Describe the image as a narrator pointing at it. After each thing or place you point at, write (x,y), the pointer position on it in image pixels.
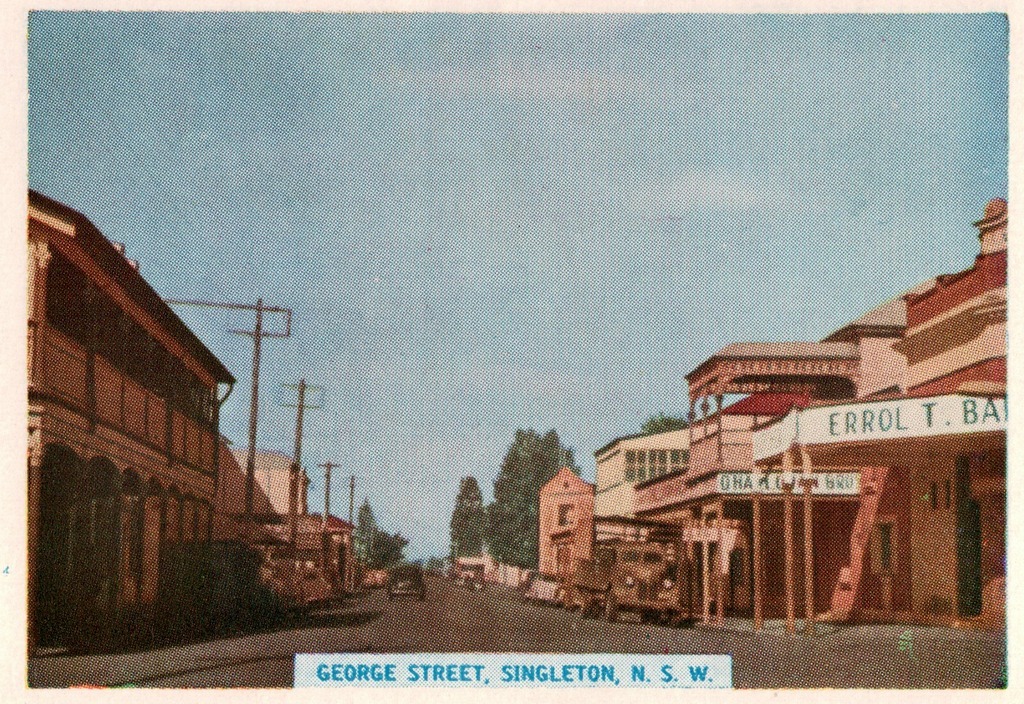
In this image we can see a road (440,598). On the road (446,587) there are vehicles (409,576). On the sides of the road (407,624) there are electric poles (252,410) and buildings (146,406) with windows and pillars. Also there are trees (521,488). And there is sky (552,167). At the bottom (327,682) there is something written.
